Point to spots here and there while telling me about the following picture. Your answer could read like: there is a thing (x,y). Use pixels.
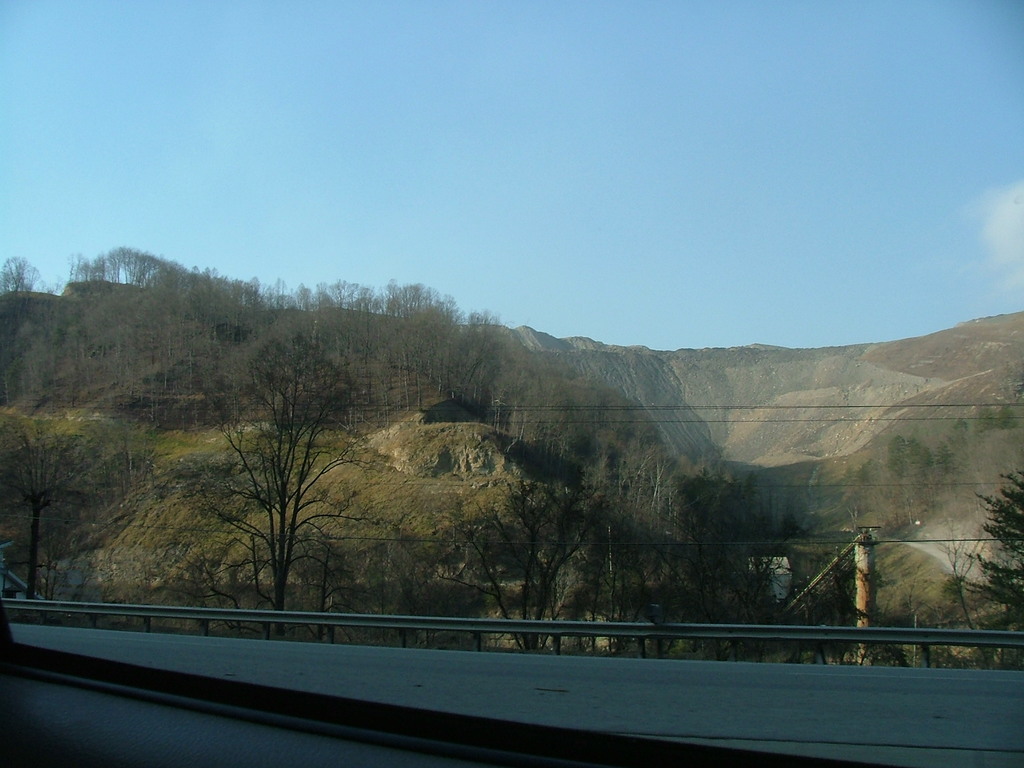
In the image we can see there are many trees (544,552), mountain (617,392), grass (208,446), electric pole (858,598), electric wire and a pale blue sky (727,97). This is a barrier (204,632).
